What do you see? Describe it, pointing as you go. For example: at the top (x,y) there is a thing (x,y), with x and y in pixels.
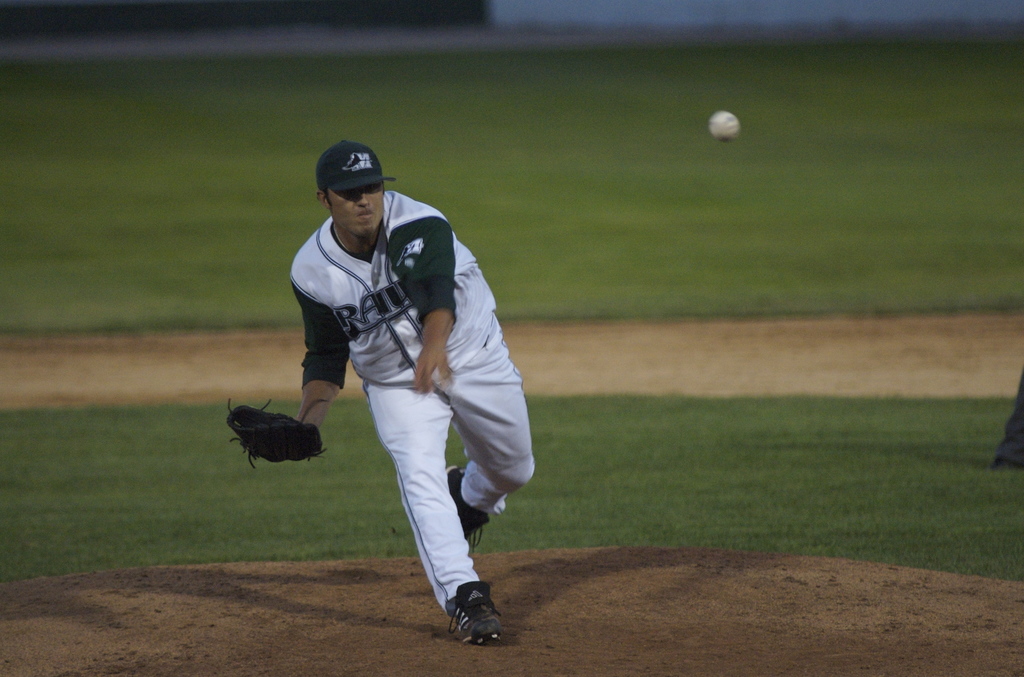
Here we can see a person (386,356) on the ground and he is in the motion and he wore a glove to his hand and there is a ball (718,135) in the air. In the background (214,242) we can see grass (278,234) and on the right side (1015,431) we can see a person leg (1016,433).
